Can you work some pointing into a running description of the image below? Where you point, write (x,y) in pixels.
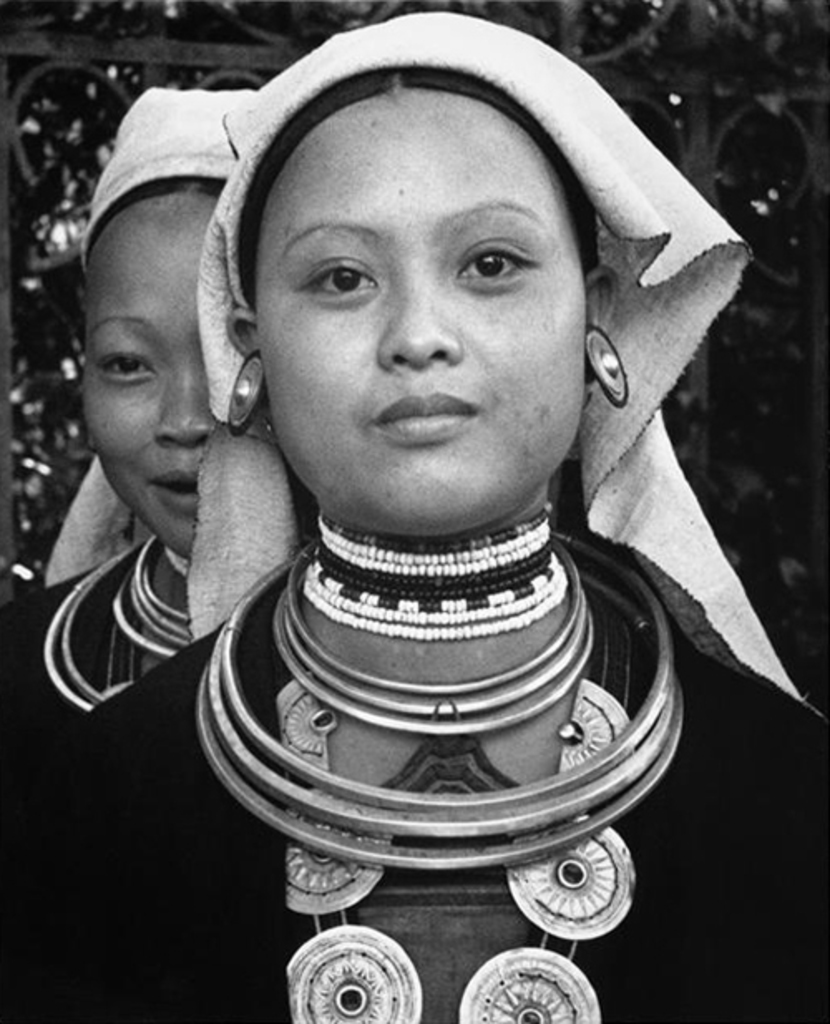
In this image there are persons (335,596) standing and smiling. In the background (679,11) there is a gate (818,246) and behind the gate (246,77) there are trees (730,156).
